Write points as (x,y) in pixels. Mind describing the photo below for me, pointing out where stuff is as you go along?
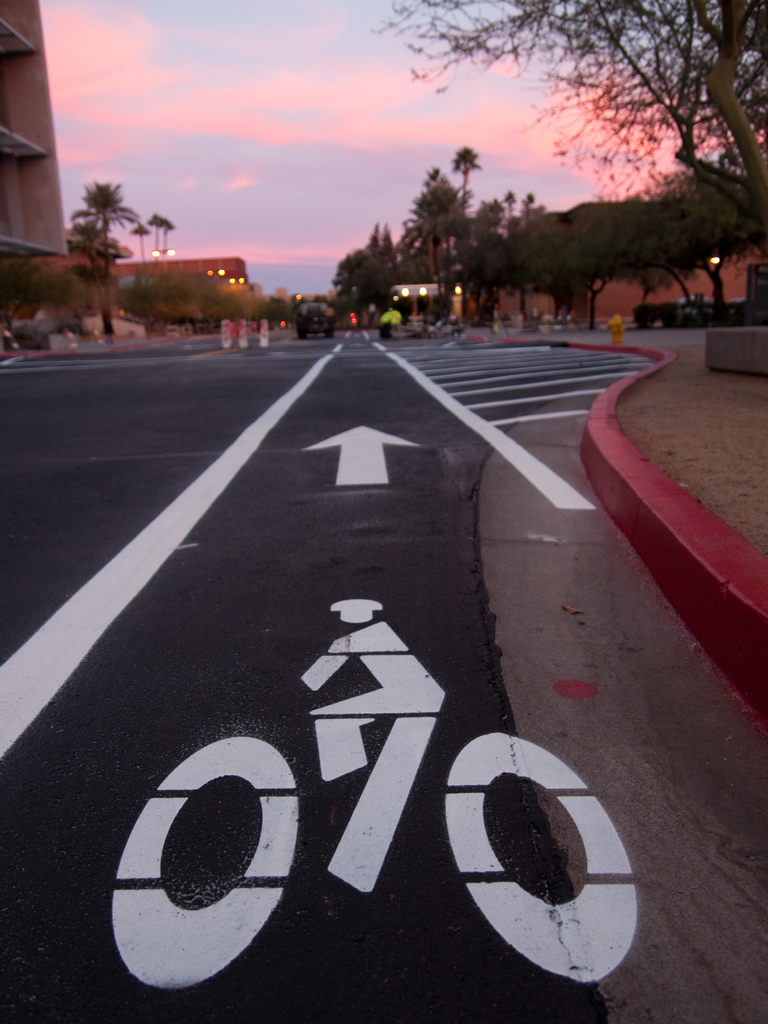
There is a vehicle (311,312) on the road (268,843). Here we can see trees (111,299), lights (301,299), and buildings (71,267). In the background (218,156) there is sky (373,100).
